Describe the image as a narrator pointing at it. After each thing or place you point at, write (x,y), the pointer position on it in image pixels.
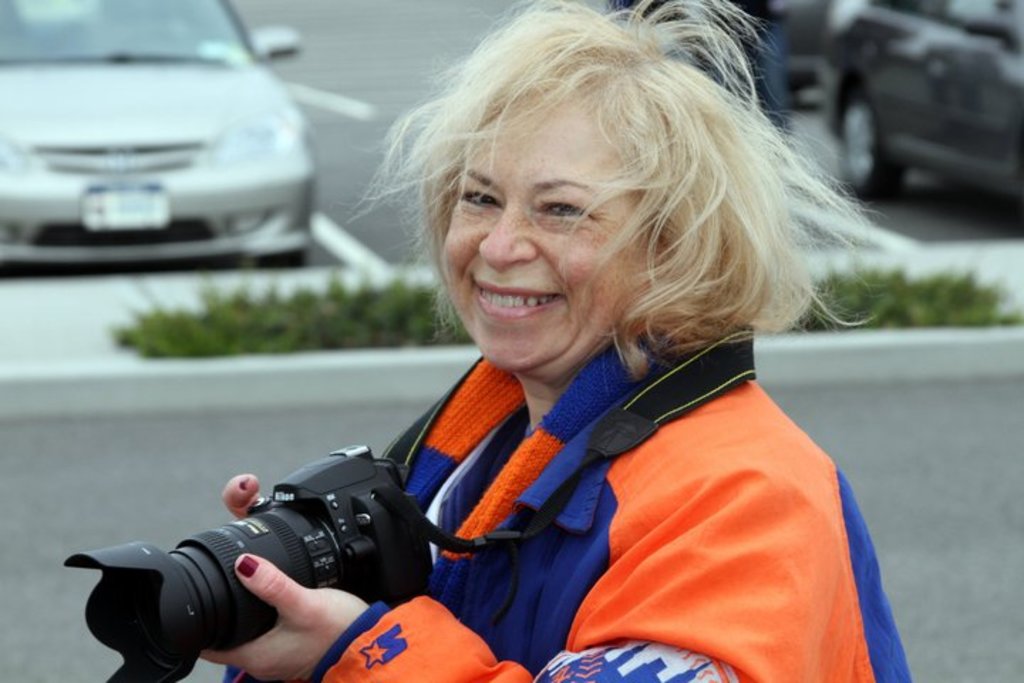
In this image i can see a woman (496,426) is holding a camera (300,532) and smiling. I can also there is a car (244,158) on the road (337,167).
